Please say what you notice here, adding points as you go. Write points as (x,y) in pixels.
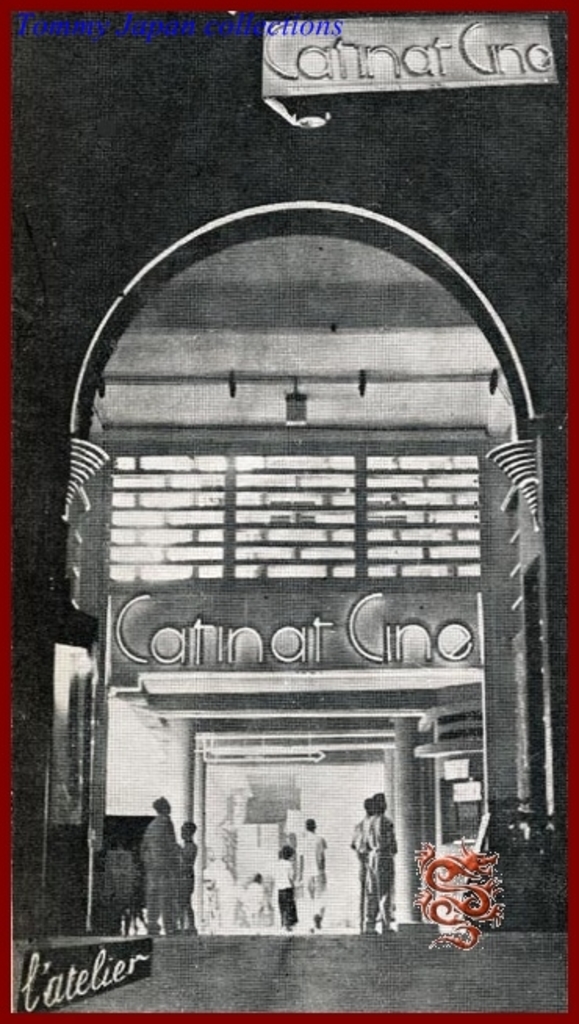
In the image it is a portrait and there are few people (171,918) in front of a building (353,445) and there is an arch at the entrance (359,782) of the building (410,670).
